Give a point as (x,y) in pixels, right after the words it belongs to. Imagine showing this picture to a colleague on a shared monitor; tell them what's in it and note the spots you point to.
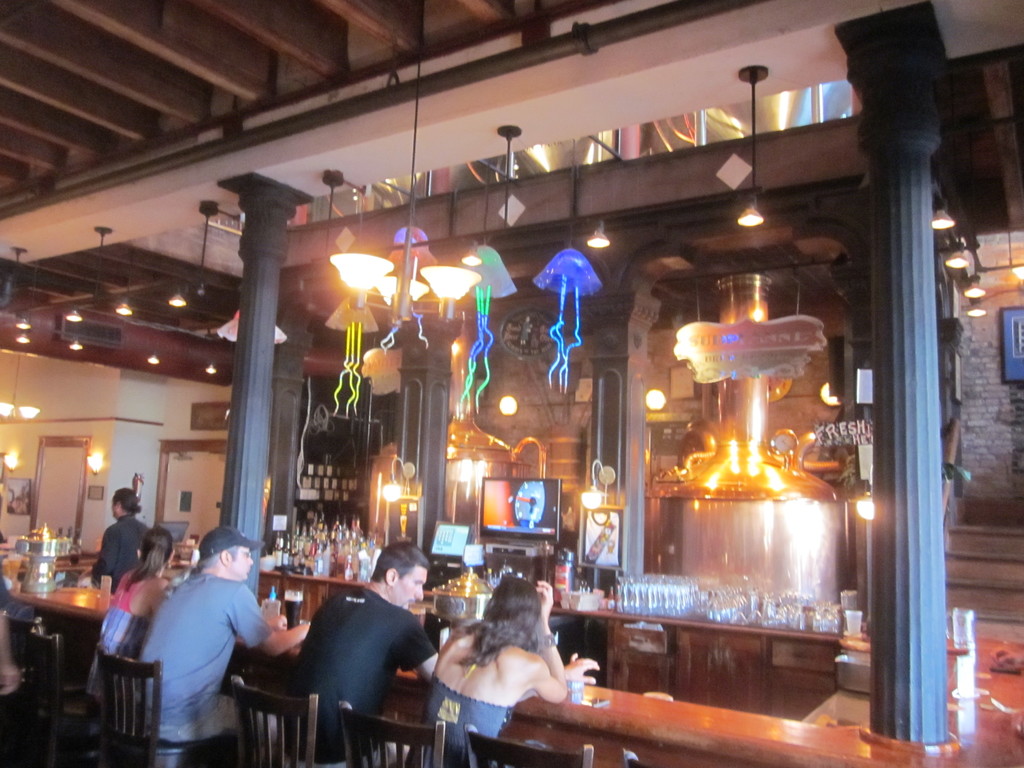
In this image I can see few persons (187,727) are sitting on the chairs (115,738) in front of the table (573,733). In background (400,265) there are few pillars (273,343) and lights (383,268). On the tables (720,624) I can see few bottles (343,555) are arranged in an order. Few frames (206,411) are attached to the walls (996,377).
